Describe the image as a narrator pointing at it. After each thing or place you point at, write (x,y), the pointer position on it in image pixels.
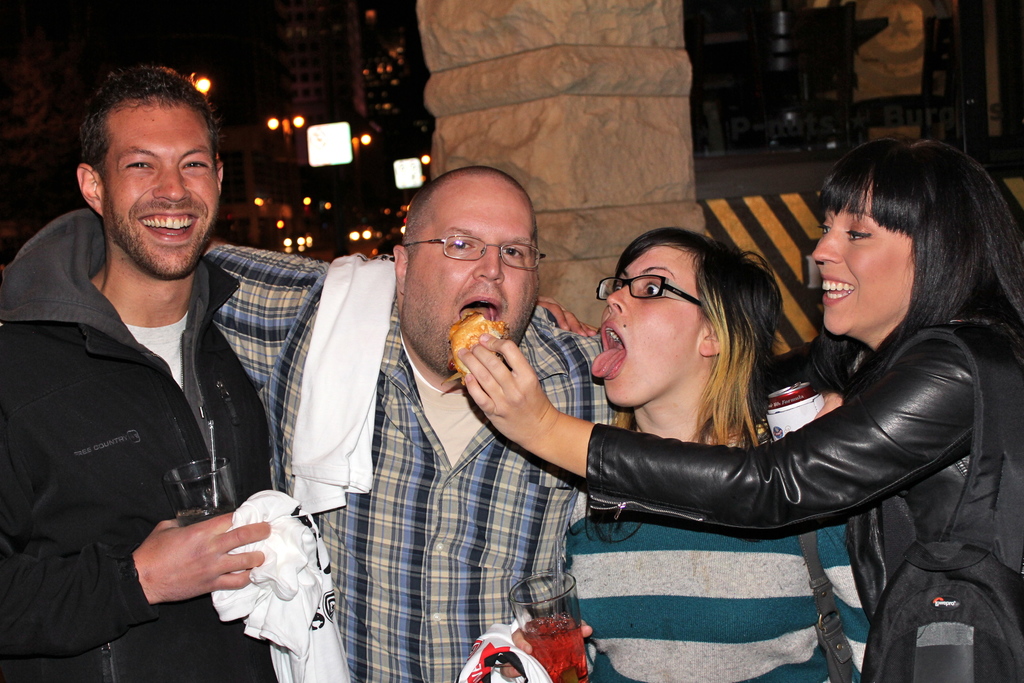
In this image I can see four people (90,413). Two (208,410) are men (394,534) and two (642,550) are women (774,552). The woman (929,445) who is standing on the right side (917,526) is wearing black color jacket (947,487), black color bag (941,548), smiling and feeding some food (466,324) to a man (423,290) who is in the middle (378,453). He is wearing a shirt (423,542) and I can see white color cloth (346,367) on his shoulder (330,313). The man (69,424) who is on the left side (53,459) is wearing black color jacket (80,551), holding a white color cloth (279,547) and a glass (204,516) in hand (155,542), smiling and giving pose for the picture. The other woman (694,318) is wearing t-shirt (625,583) and holding a glass (543,612) in hand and looking at the food item (467,337). In the background (583,134) there is a pillar (580,172) and I can see some light (330,129) and also there are some buildings (332,59) in the dark.
